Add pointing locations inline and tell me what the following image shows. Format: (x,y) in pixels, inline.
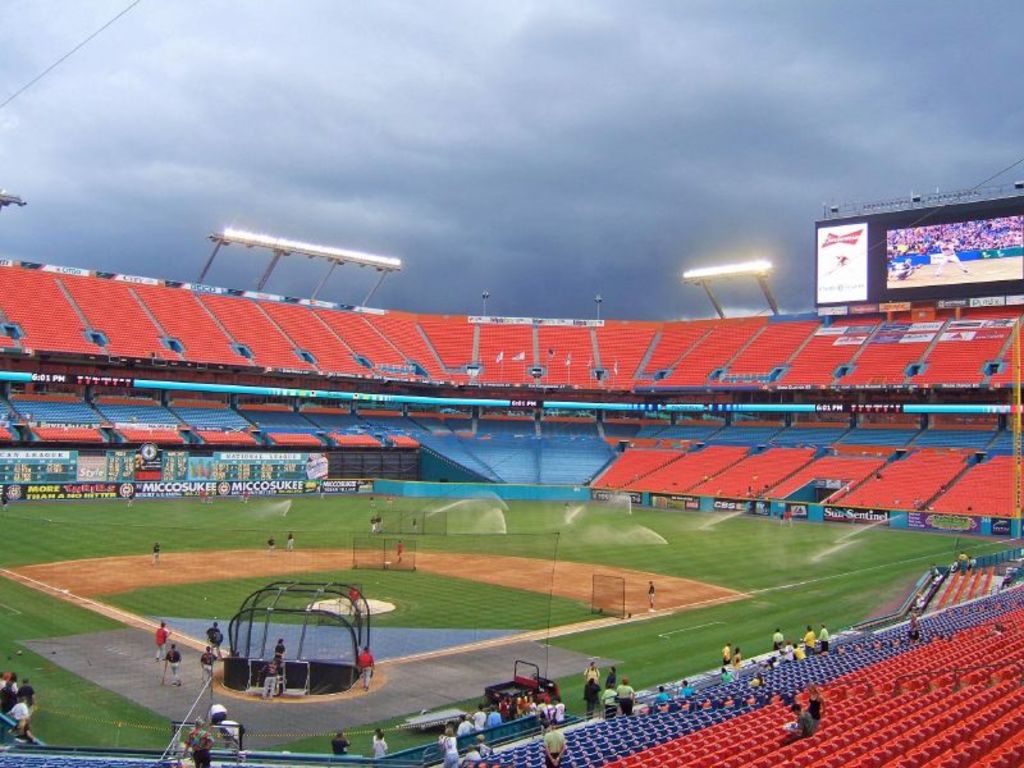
In this image I can see the stadium (737,434). I can see few red and blue color chairs (840,707), nets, sprinklers (819,552), few people (532,698), boards (87,492), vehicle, lights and the screen (956,222). The sky (904,174) is in blue and white color.
